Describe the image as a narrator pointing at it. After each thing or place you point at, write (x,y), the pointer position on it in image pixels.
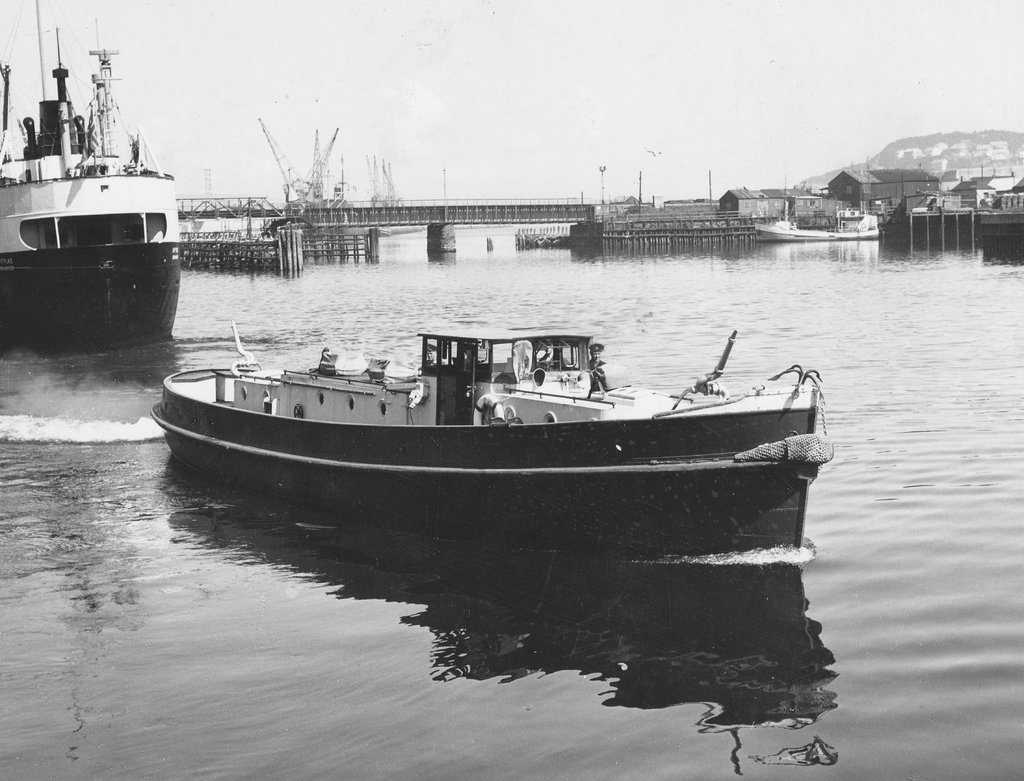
In the picture I can see ships (333,398) on the water (937,405). In the background (736,192) I can see houses (750,196), poles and some other objects (638,226). This picture is black and white in color.
